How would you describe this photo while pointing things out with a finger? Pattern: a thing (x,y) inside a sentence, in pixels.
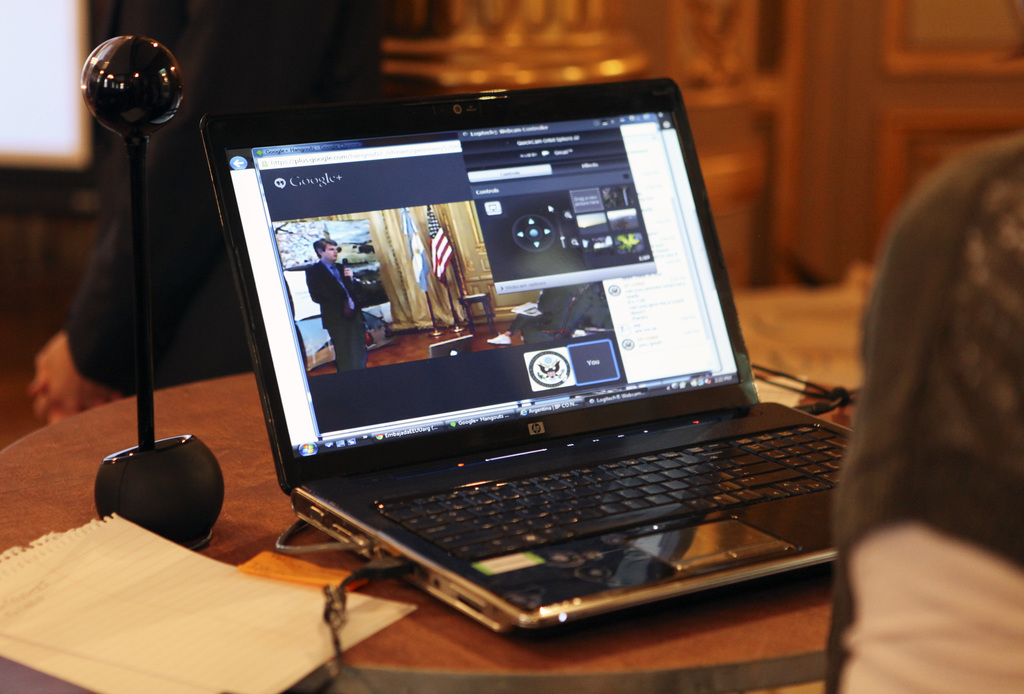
In this image, we can see a laptop (563,328) on the table (430,668). There is an object (137,285) on the left side of the image (138,392). There is a paper (164,582) in the bottom left of the image (183,588). In the background (851,148), image is blurred.
